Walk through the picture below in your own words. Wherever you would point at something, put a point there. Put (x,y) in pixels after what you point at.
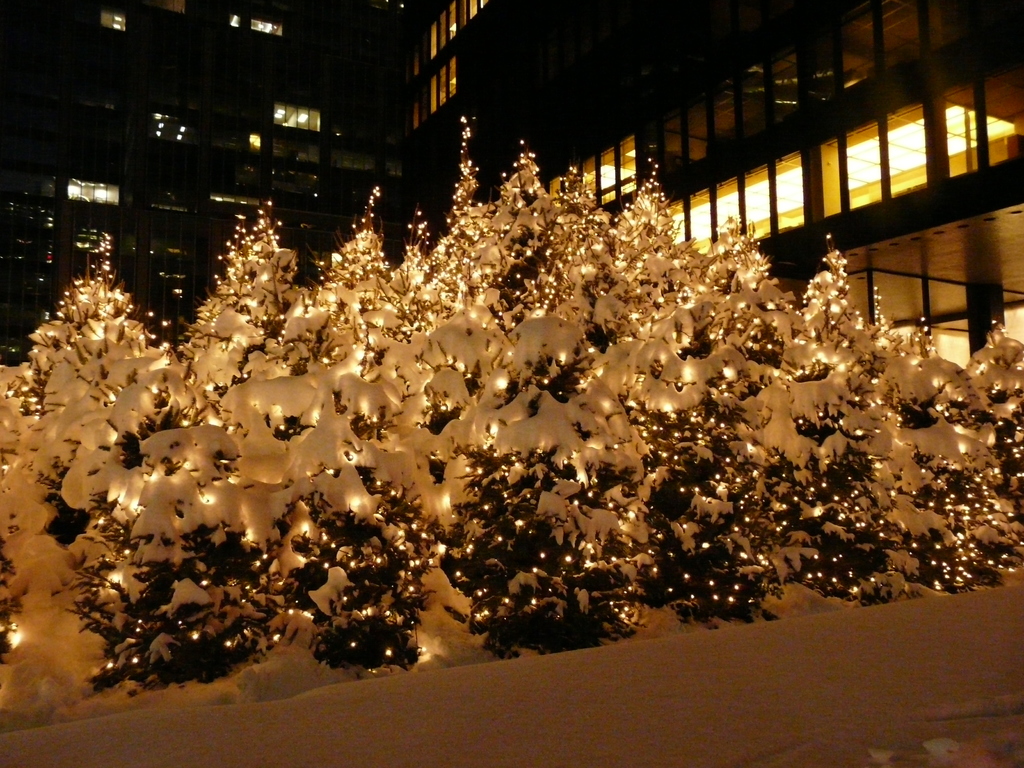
In this image we can see trees (538,404) with snow (675,377) and lights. In the background of the image (88,152) there are some buildings (556,125), lights (788,174) and other objects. At the bottom of the image (662,713) there is a white surface (604,690).
